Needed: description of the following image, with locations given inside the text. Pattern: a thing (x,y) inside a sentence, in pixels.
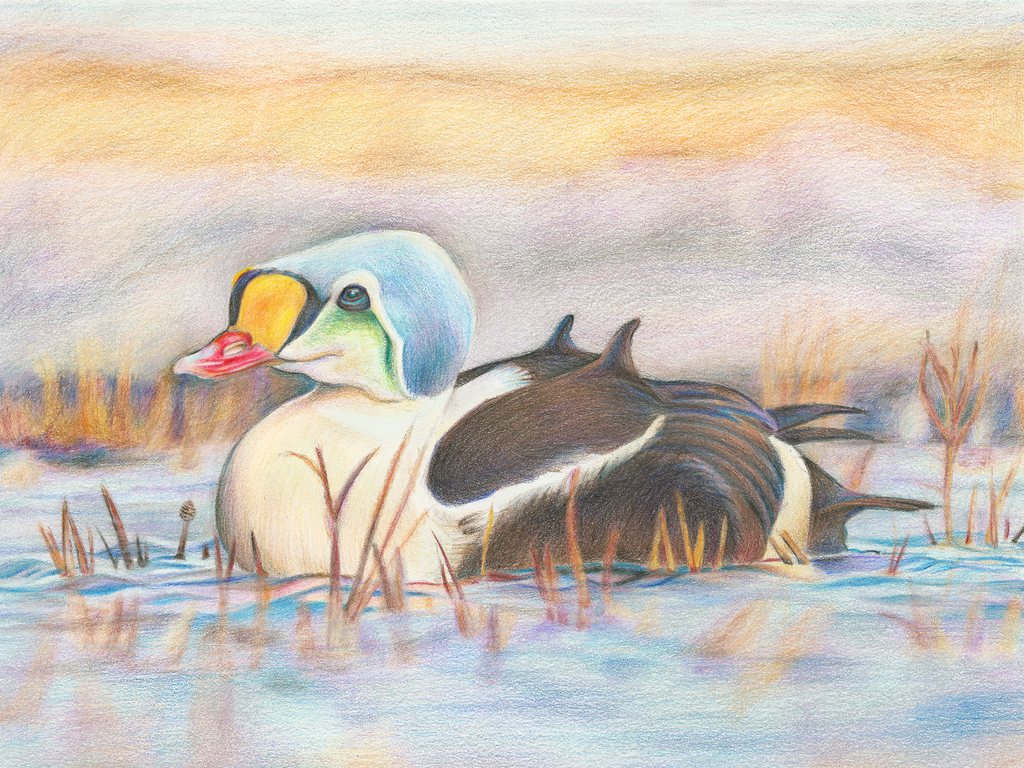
In this drawing we can see duck (341,487), grass (357,580) and water (221,582). Background (257,139) it is blur.
